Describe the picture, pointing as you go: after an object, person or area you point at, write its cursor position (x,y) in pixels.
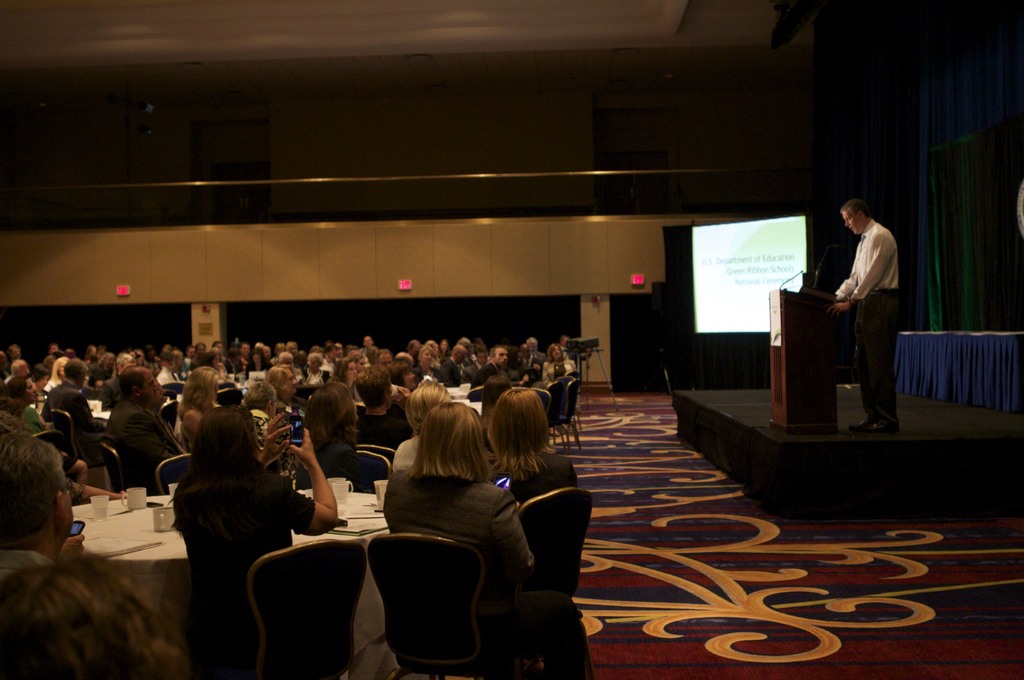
In this picture group of people (341,468) sitting on the chair (455,567). There is a person (873,309) standing. This is podium (781,361). On the podium (796,367) we can see microphone (795,277). This is Screen (757,250). This is curtain (928,258). On the background (294,248) we can see wall (394,292), pillar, light (407,283). There is a table (135,582). On the table (153,529) we can see glasses (171,515) and cloth (169,562). These two persons (210,528) holding mobile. This is floor (813,612).
